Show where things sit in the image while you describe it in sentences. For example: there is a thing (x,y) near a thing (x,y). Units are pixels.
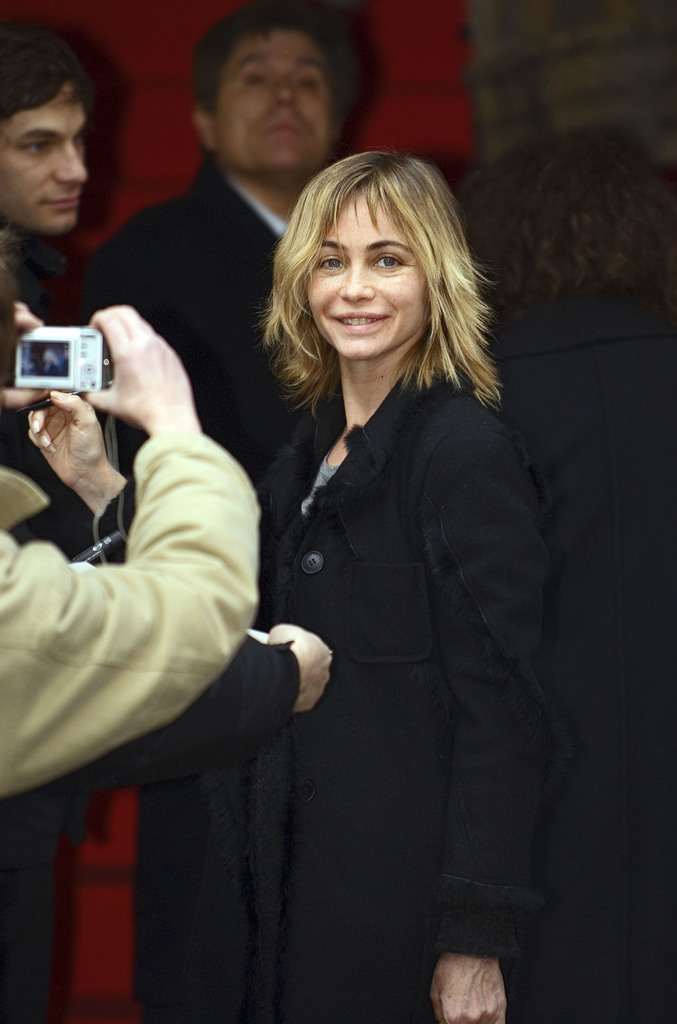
As we can see in the image there are few people (237,194) over here and the person (194,587) on the left side (68,569) is holding a camera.
